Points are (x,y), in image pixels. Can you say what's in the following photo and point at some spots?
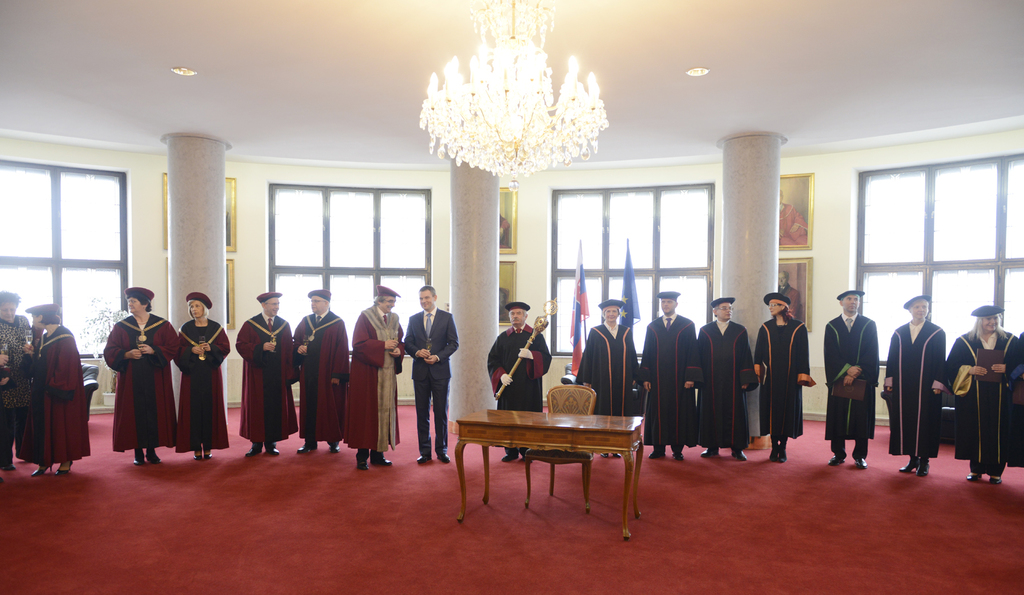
In this image there are group of people (497,356) who are standing in front of them there is one table (503,420) and chair (547,451) and on the top (331,52) there is a ceiling (206,65) and lights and one chandelier (497,76) is there. On the background (341,233) there are some windows (909,206) photo frames (784,215) and some flags (626,276) are there and on the floor (537,501) there is one red carpet (473,505).
